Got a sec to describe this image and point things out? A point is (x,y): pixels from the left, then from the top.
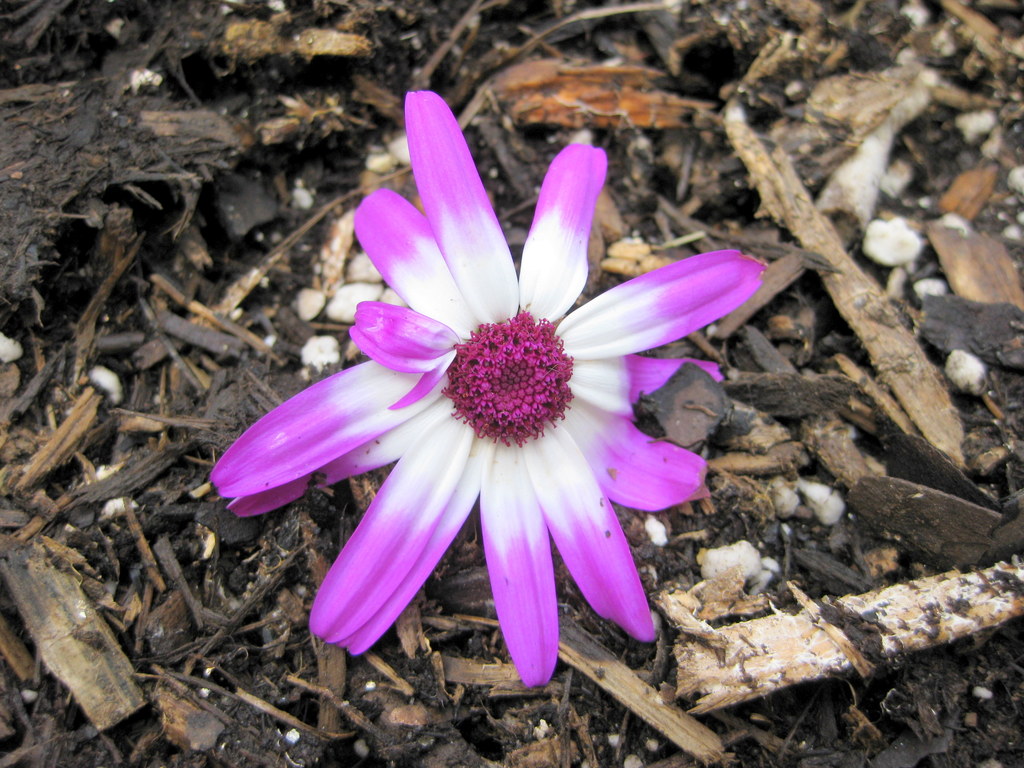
In the picture I can see the flower (479,345) and broken wooden pieces (831,128).
